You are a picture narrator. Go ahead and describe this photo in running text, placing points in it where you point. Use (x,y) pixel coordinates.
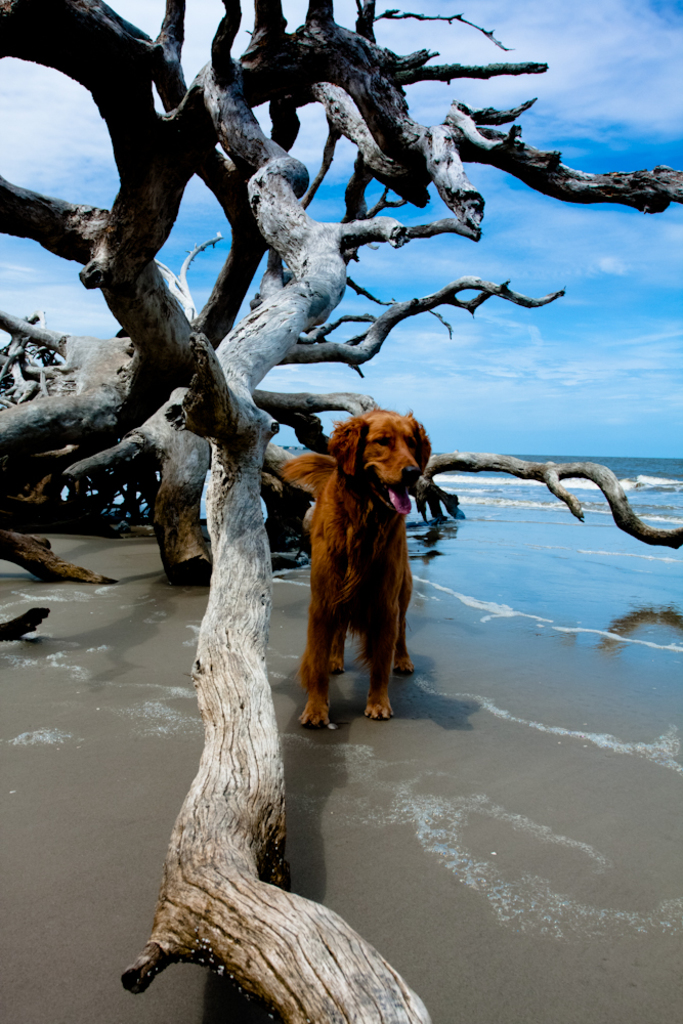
In this image we can see a dog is standing on the sand (316,839) at the water (488,577) and the cut down bare trees (253,306). In the background (103,197) we can see clouds (39,145) in the sky (84,140).
